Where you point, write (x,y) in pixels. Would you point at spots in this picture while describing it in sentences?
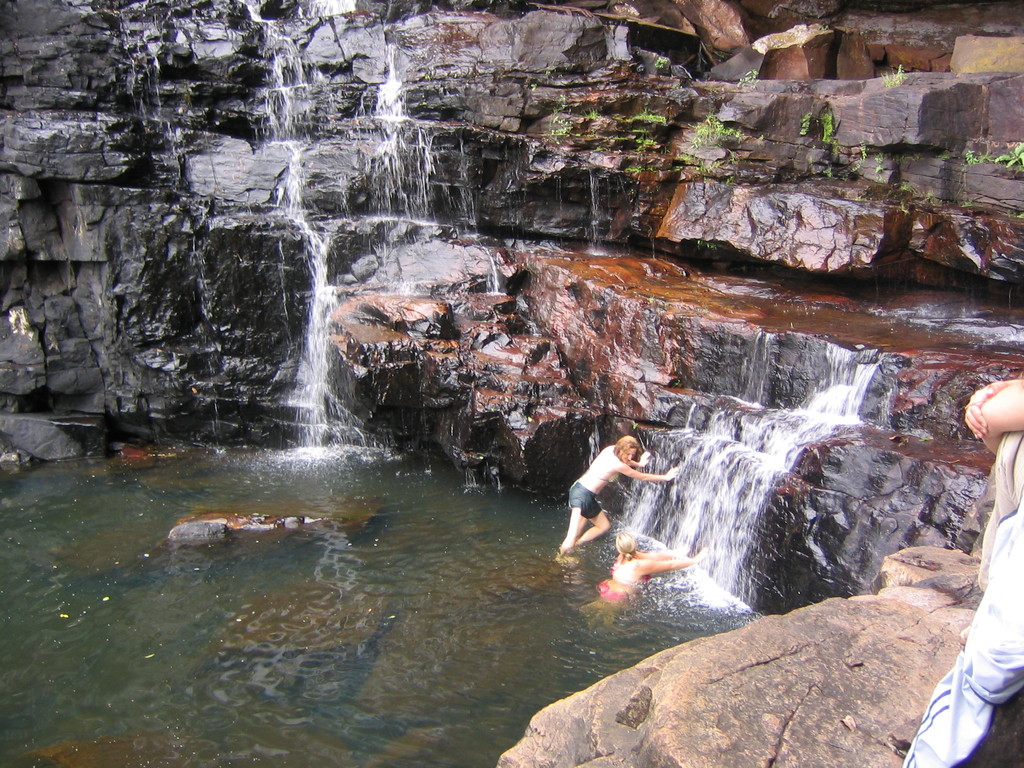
In this image I see the rocks (736,182) and I see the water (115,470) and I see 2 women (652,553) and a person (1005,676) over here.
